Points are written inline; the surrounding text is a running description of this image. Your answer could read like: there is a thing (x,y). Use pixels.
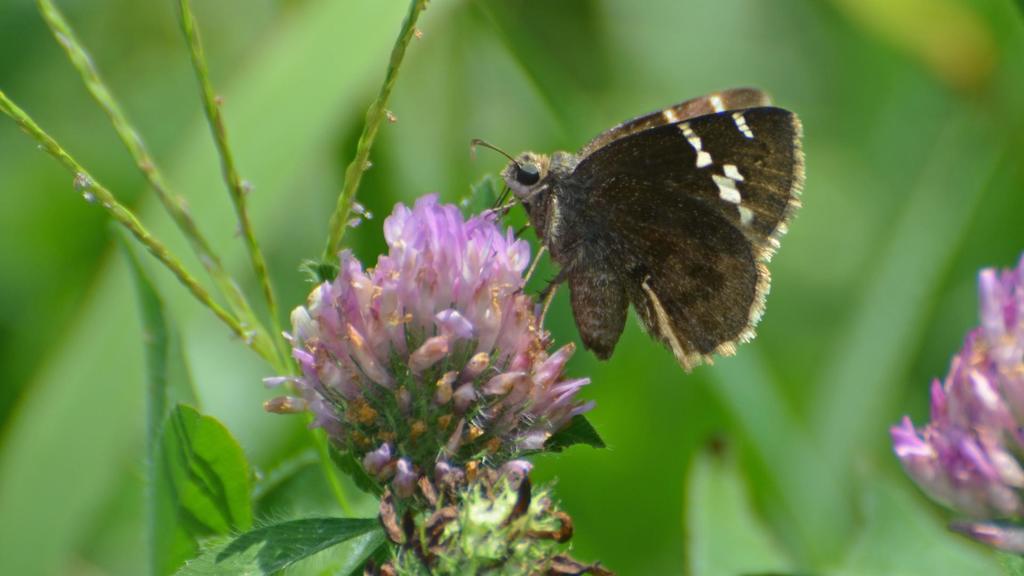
This image consists of a butterfly (603,276) on a flower (461,404). The flower (461,404) is in pink color. The background (829,492) is blurred and it is in green color.
